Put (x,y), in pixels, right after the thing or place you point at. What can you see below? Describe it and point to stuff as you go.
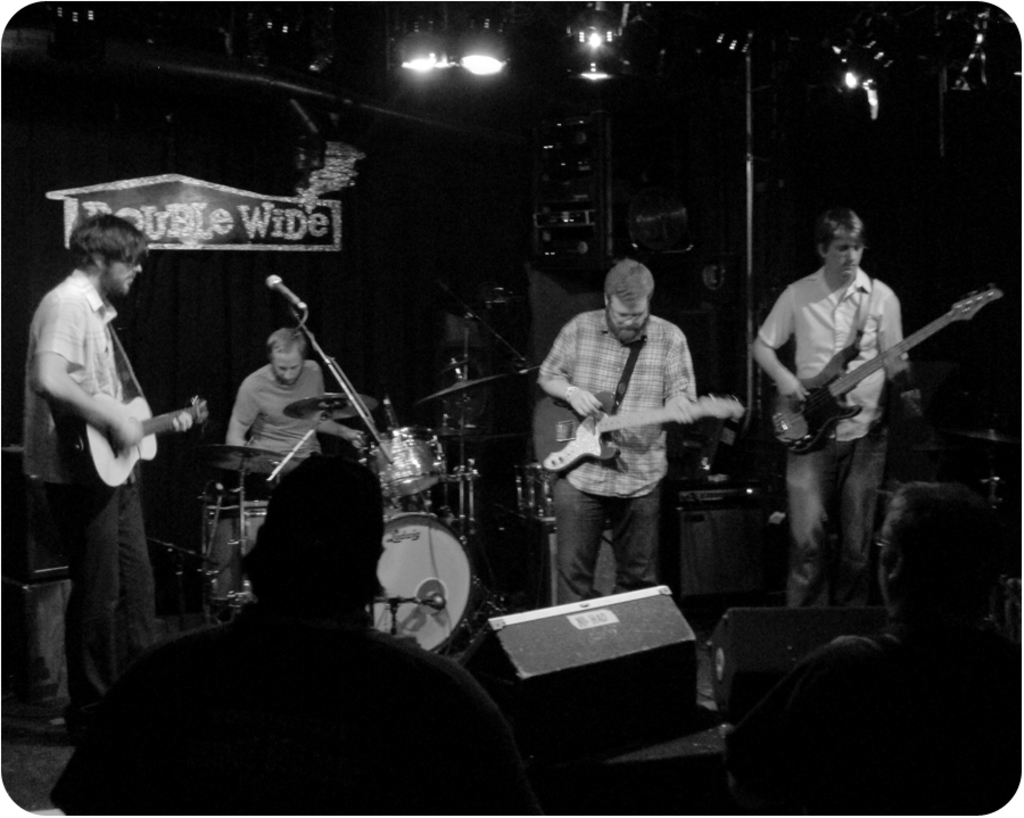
In this image there are four man (879,415) playing the musical instruments (352,416), at the background (327,210) there is a board (313,233), at the top (467,66) there is a light (464,58).
